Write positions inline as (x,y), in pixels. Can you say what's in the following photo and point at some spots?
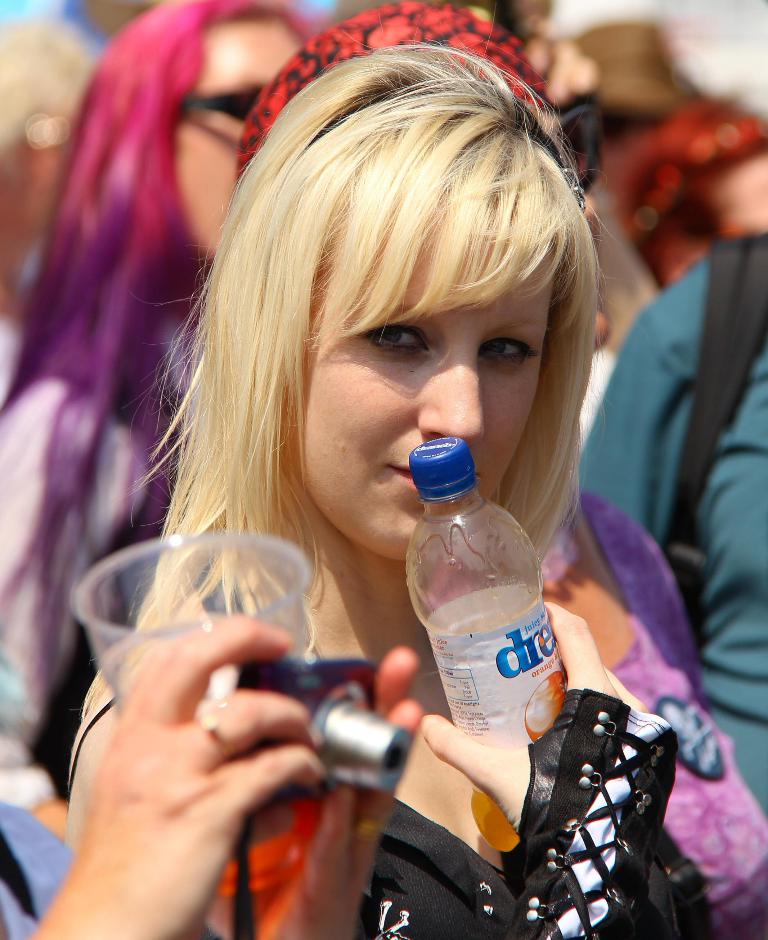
In this image we can see a woman (398,464) standing and holding the bottle (540,649) in the hand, and at back her are the group of people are standing, and here a person (131,784) is holding the camera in the hands (206,743).
